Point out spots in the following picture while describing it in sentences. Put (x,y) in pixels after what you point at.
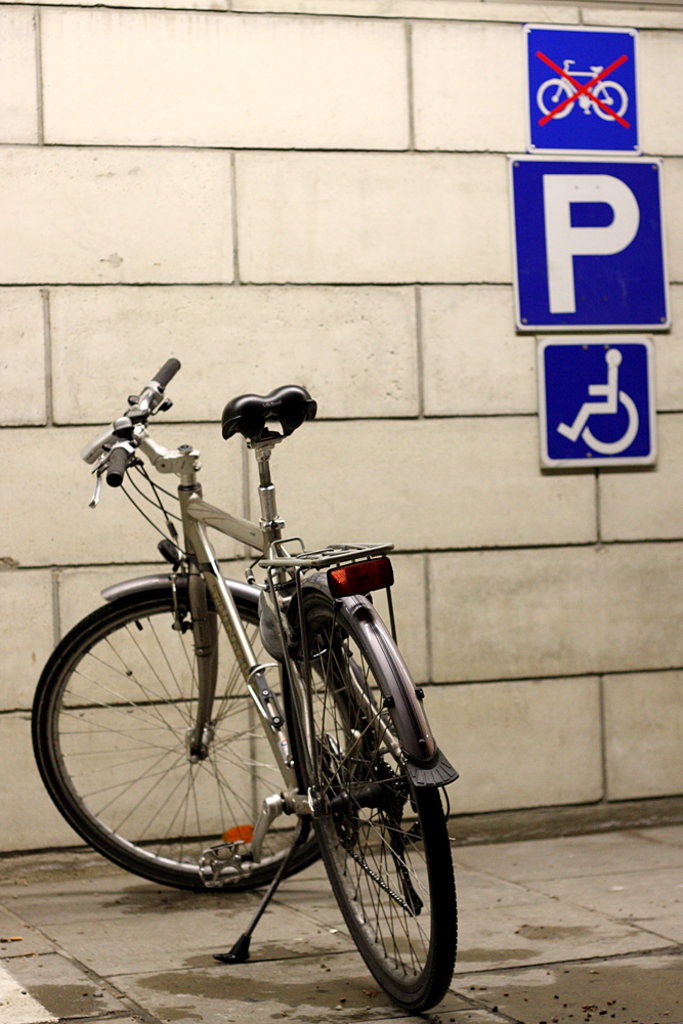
In the image in the center (319,563) we can see cycle (421,821). In the background (405,369) there is a wall (334,244) and sign boards (644,425).
